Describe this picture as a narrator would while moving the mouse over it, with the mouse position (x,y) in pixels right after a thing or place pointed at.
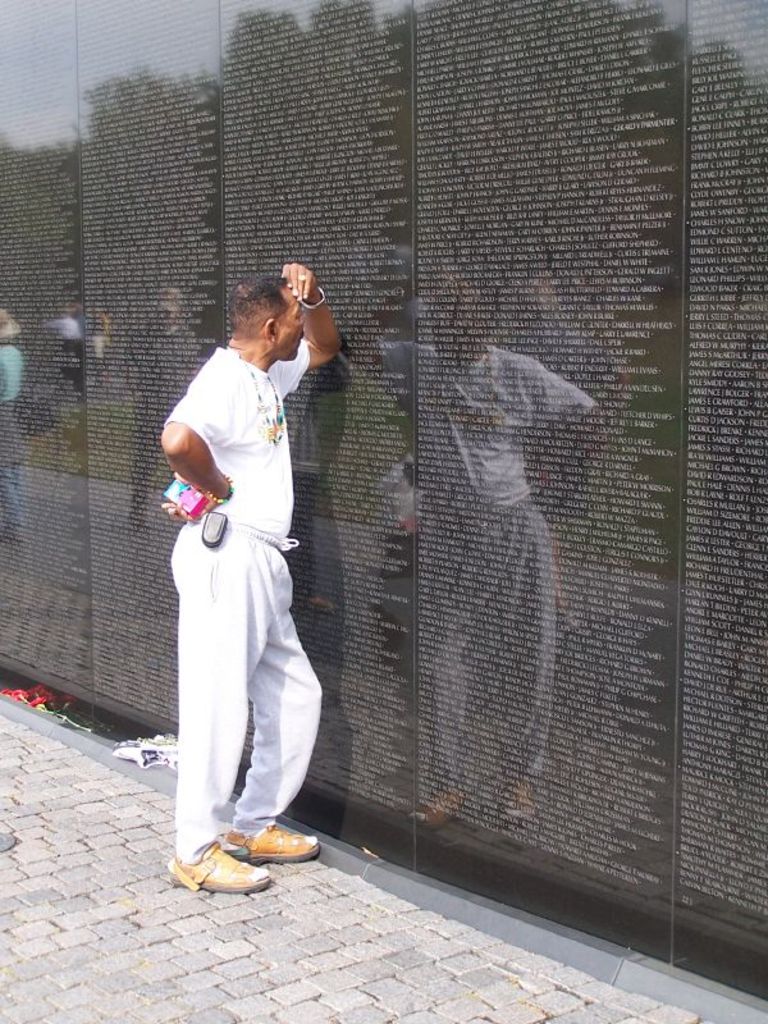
In this image, I can see a person (199,688) standing on the pathway (277,971). In front of this person (256,396) there is a wall (252,191) with the letters (283,73) carved on it.
